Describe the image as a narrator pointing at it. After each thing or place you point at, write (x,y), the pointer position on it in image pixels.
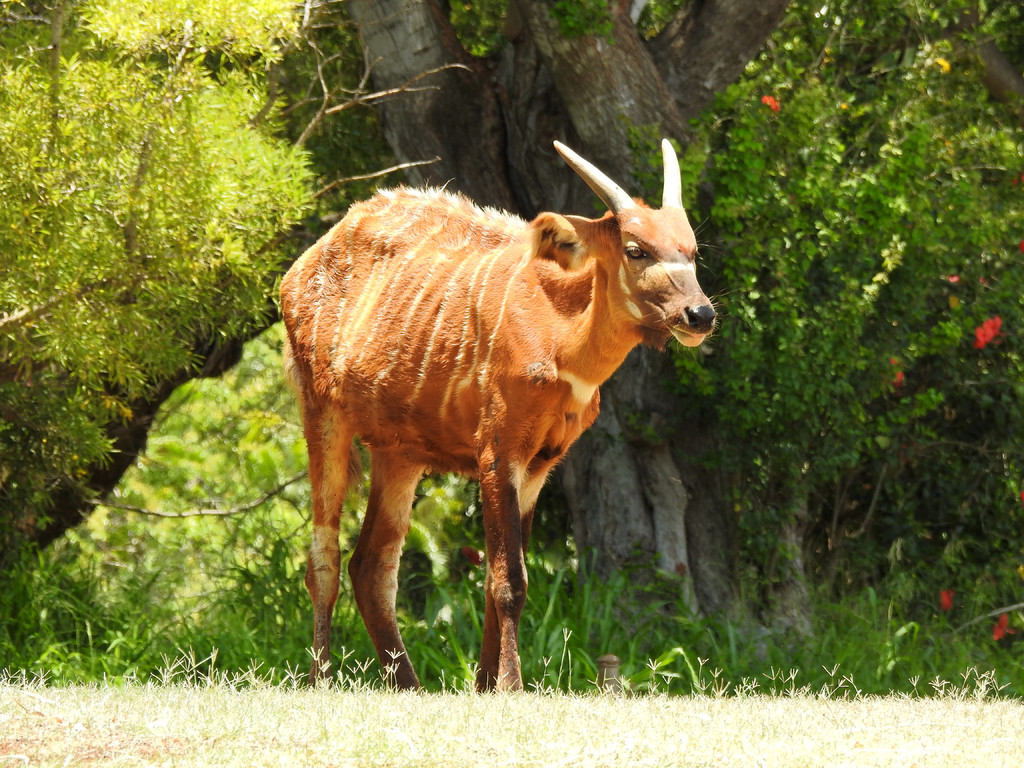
In this image I can see an antelope (496,326) in brown color. At the back side (749,137) there are trees (762,204), at the bottom (457,695) there is the grass (453,728).
